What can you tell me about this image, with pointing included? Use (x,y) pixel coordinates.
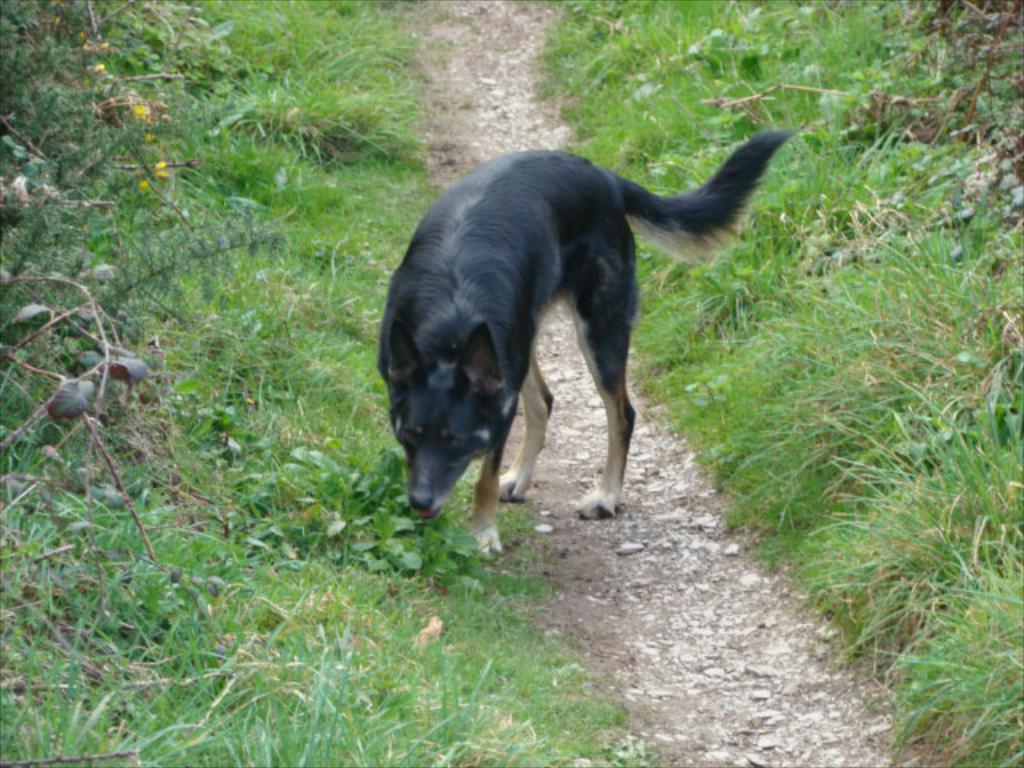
In the middle of the image (593,297) there is a dog (666,199). On the left side of the image (38,525) and right side of the image (937,346) there is the grass (950,436) and plants (120,280).
